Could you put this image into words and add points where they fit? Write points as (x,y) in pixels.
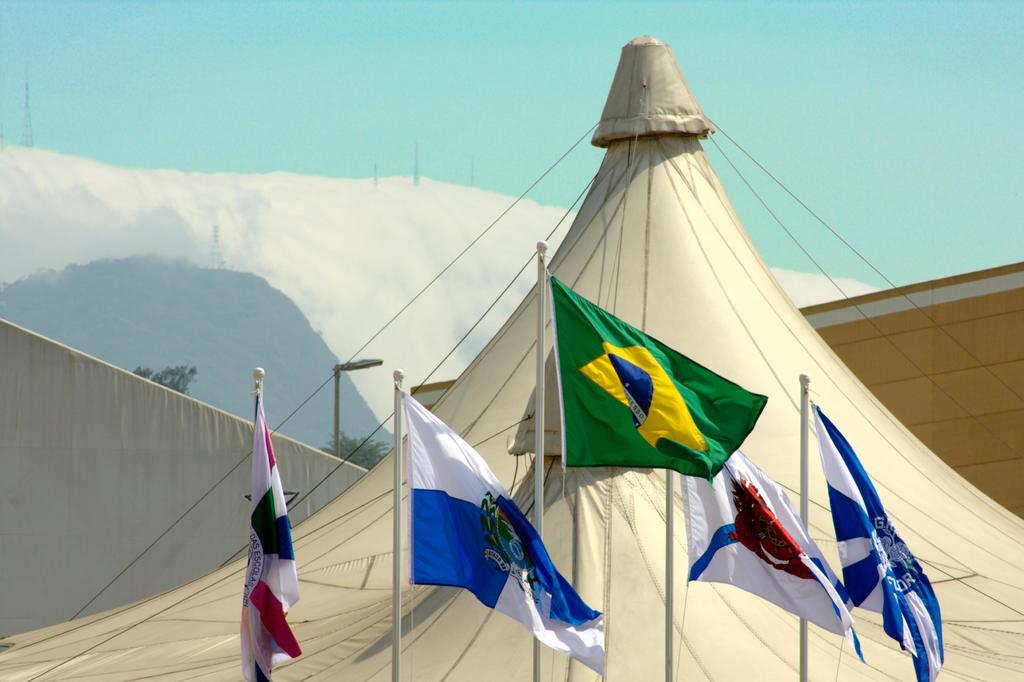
In this image we can see there is a camp (607,586) and there are few flags (531,551). In the background (305,293) there is a sky (311,299).
